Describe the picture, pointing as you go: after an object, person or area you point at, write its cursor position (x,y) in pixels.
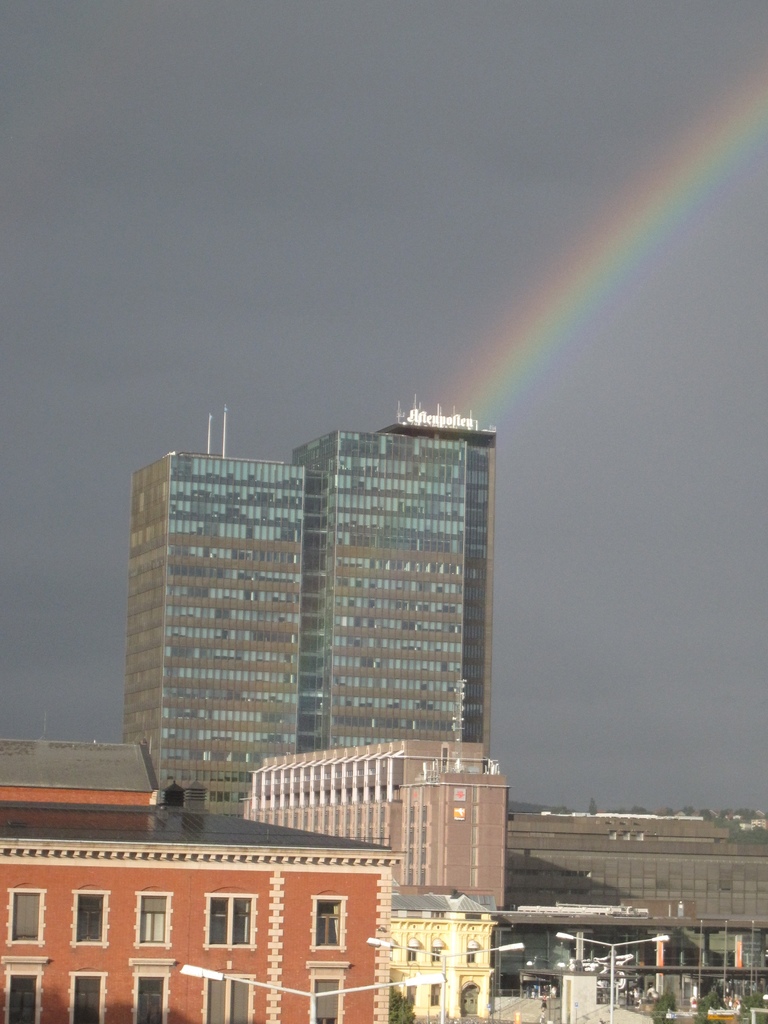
In this image there is the sky (328,185) towards the top of the image (594,271), there is a rainbow (603,261) towards the right of the image (581,291), there are buildings (398,859), there are windows (150,930), there are poles (389,987) towards the bottom of the image (432,977), there are street lights (187,967).
